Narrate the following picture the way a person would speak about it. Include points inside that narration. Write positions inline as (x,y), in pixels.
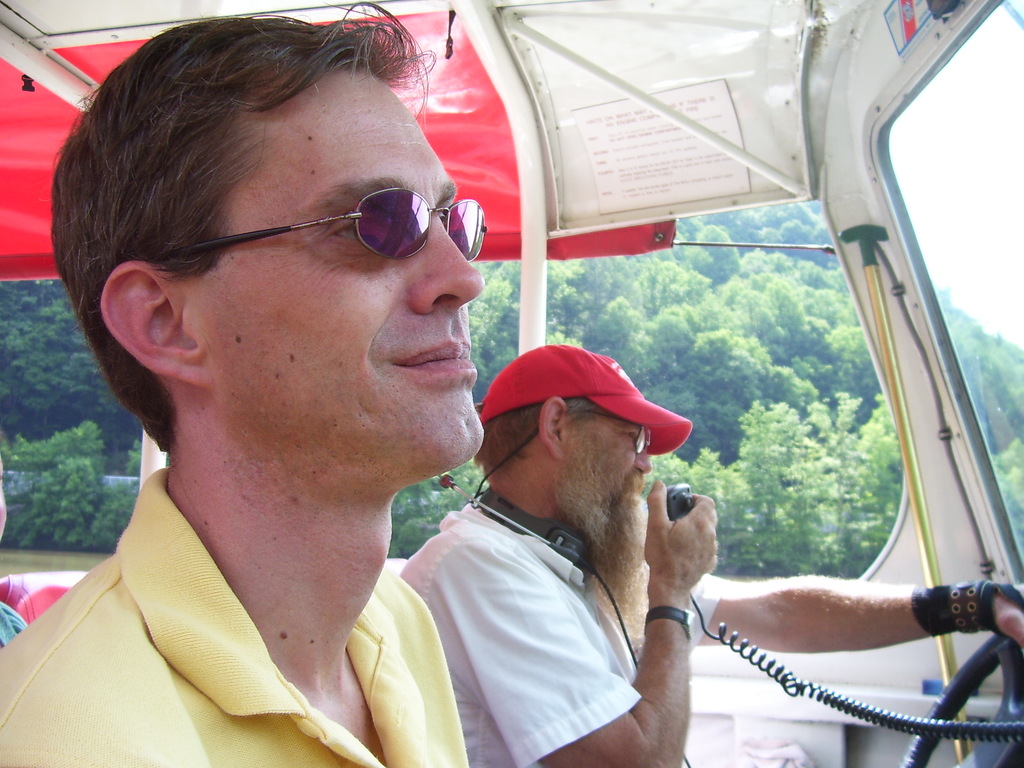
In this image I can see two persons (572,487) are sitting in a vehicle (742,686) and one person (747,596) is holding a telephone (748,646) in hand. In the background (706,284) I can see trees (792,356) and the sky (1018,85). This image is taken may be in the lake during a day.
